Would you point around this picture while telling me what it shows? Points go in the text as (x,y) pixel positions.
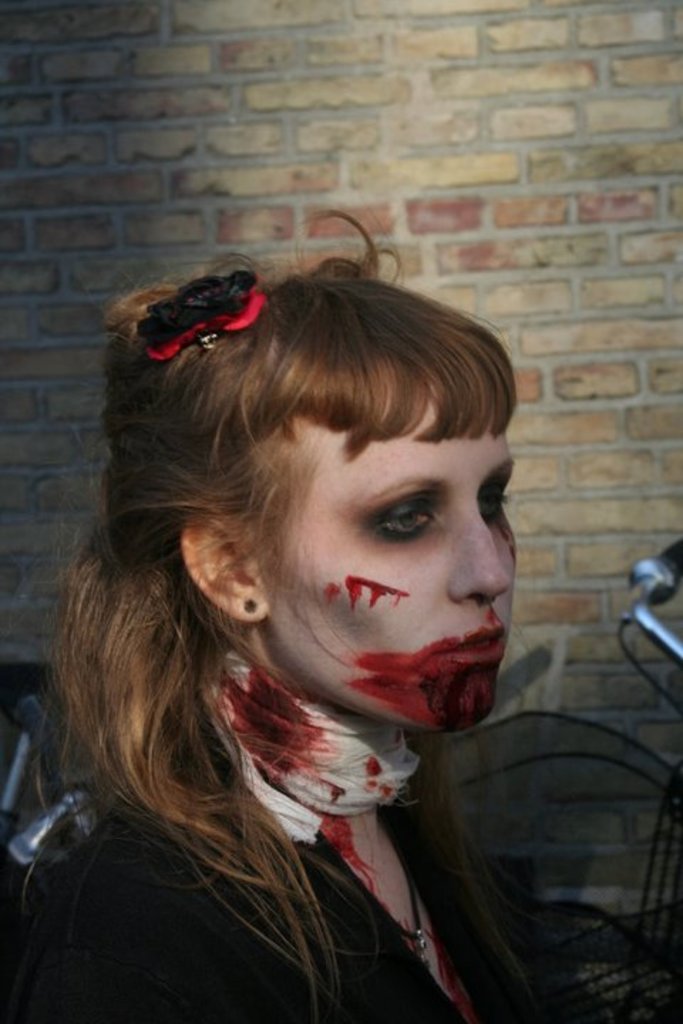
In this image we can see a lady (268,818). In the back (353,119) there is a wall (495,253). Also there is a cycle (648,607).
